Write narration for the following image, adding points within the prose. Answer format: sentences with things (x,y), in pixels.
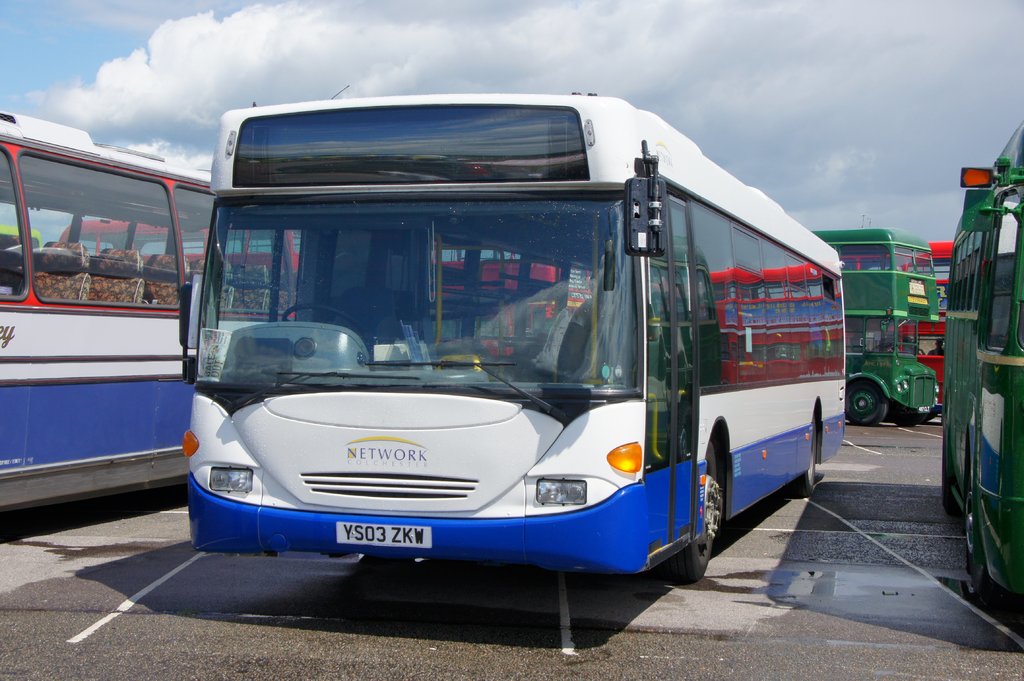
In this image I can see two buses (471,410) which are white and blue in color and few other buses (991,389) which are green and red in color on the ground (887,590). In the background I can see the sky (548,86).
